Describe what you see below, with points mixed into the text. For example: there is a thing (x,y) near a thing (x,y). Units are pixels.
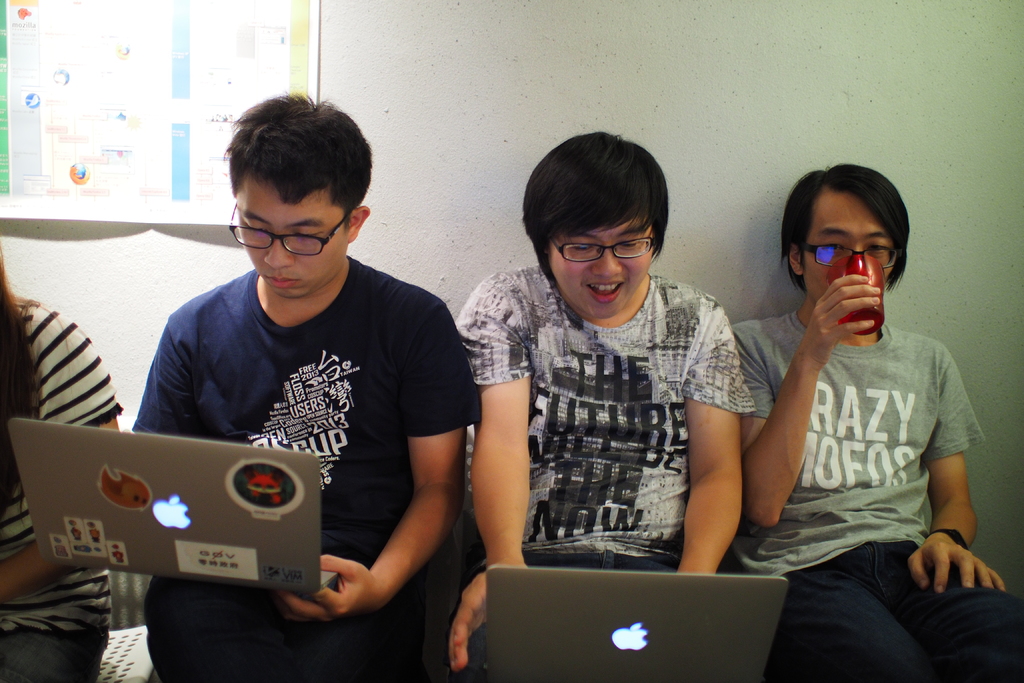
This image consists of four persons (480,420). Two of them (403,491) are holding laptops (47,515). One (886,258) is drinking something. There is a paper (167,127) behind them.
